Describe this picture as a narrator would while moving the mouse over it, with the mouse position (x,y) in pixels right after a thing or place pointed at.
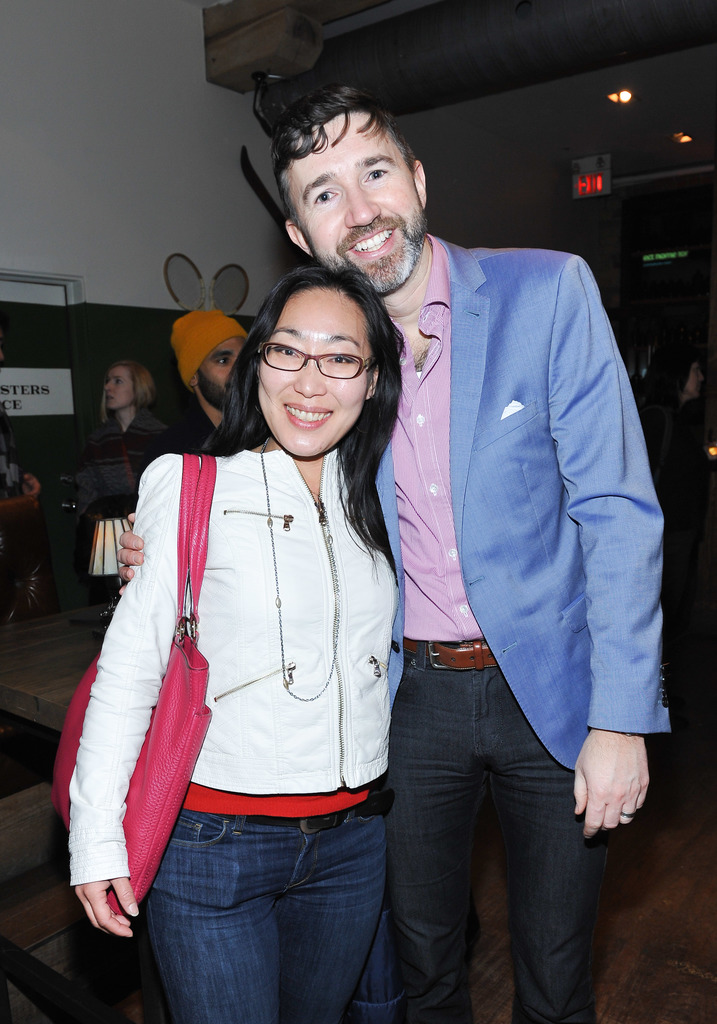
In this picture we can observe a couple (305,552). We can observe a man (365,218) and a woman (268,717). The woman (291,514) is wearing white color jacket (288,484) and spectacles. The man (456,275) is wearing a blue color coat (469,571). Both of them are smiling. In the background (205,336) there are some people (206,378) and we can observe a wall (77,174).
